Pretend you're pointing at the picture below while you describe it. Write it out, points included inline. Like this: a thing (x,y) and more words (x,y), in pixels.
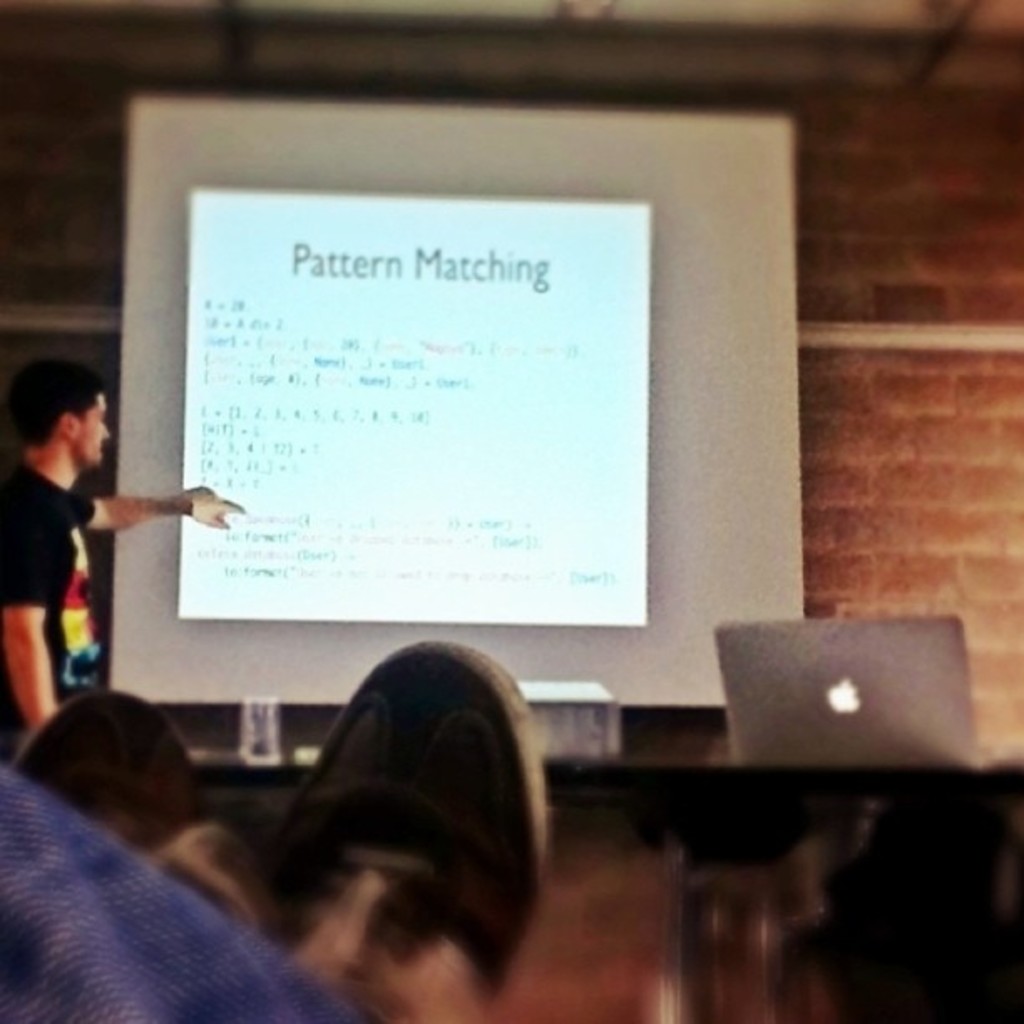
In this image we can see a person (85,556) at the screen (464,472). At the bottom of the image (880,695) we can see laptop (803,695) and human legs (105,895). In the background (831,462) there is a wall (265,72).
